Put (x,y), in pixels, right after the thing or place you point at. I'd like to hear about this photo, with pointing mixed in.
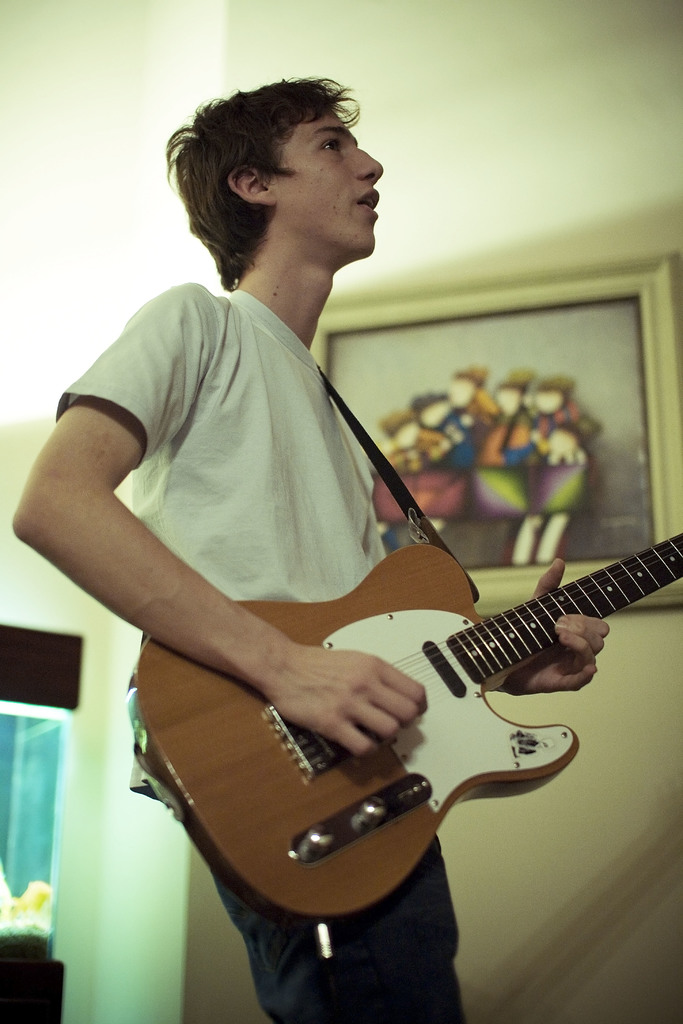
The man (230,261) in white t-shirt (235,424) is playing a guitar (251,748). A picture (467,366) on wall (538,52). This is an aquarium (63,713).
